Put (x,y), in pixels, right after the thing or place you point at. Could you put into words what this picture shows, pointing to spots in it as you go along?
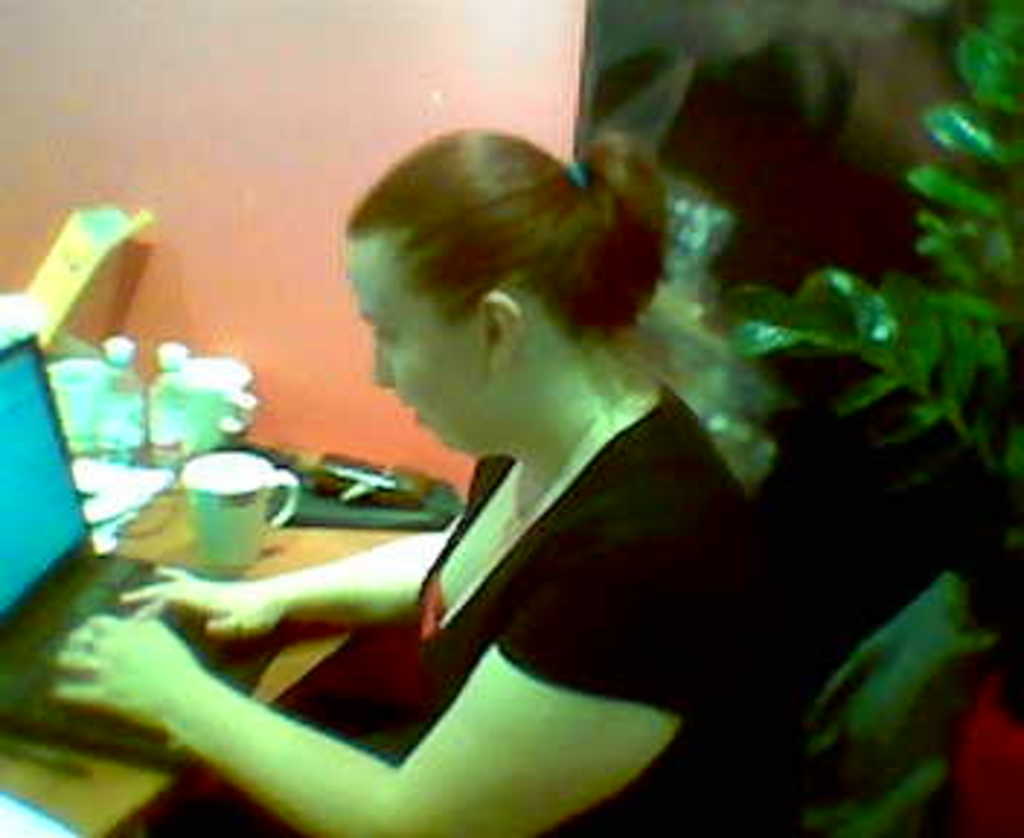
In this image there is a person (490,647) sitting on the chair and operating the laptop (14,563), and there are bottles (153,393), cup (186,468) and some objects (156,484) on the table (172,489), and in the background (280,392) there is a wall (333,219).
